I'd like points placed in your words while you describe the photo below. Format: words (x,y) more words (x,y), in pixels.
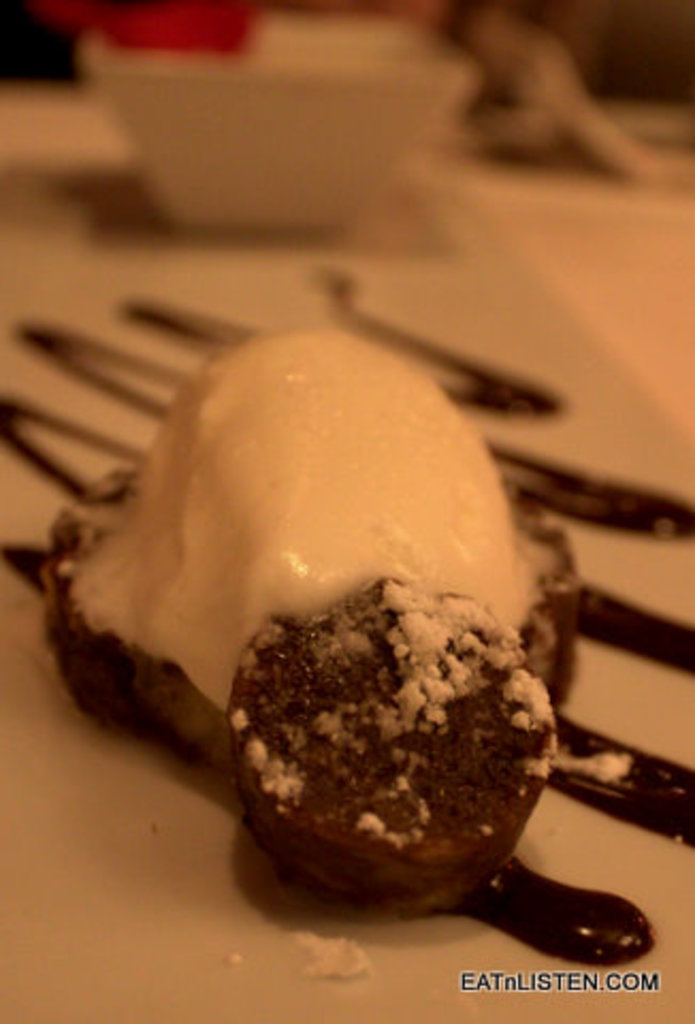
In this picture there is food (419,372) on the plate (525,848). At the back (336,63) there are bowls (336,63). At the bottom right (588,984) there is a text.
